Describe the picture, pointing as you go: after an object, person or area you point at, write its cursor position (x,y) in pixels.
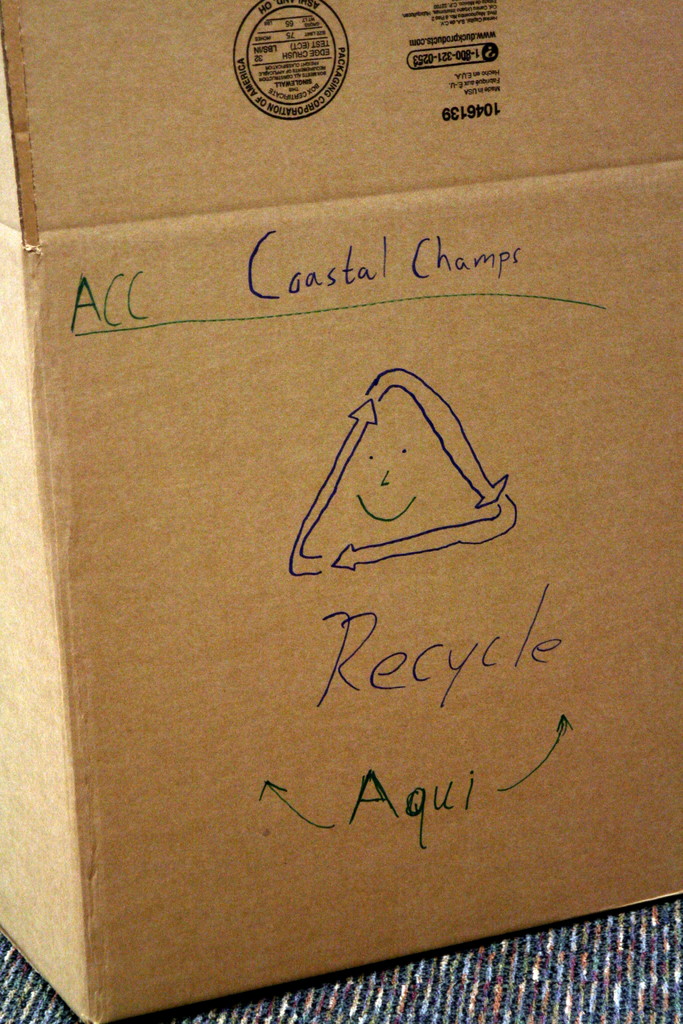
In this image we can see a carton box (382,559) on the platform (578,993) and there are texts (318,32) written on the box (386,398) and there is a logo (371,486) also on it.
